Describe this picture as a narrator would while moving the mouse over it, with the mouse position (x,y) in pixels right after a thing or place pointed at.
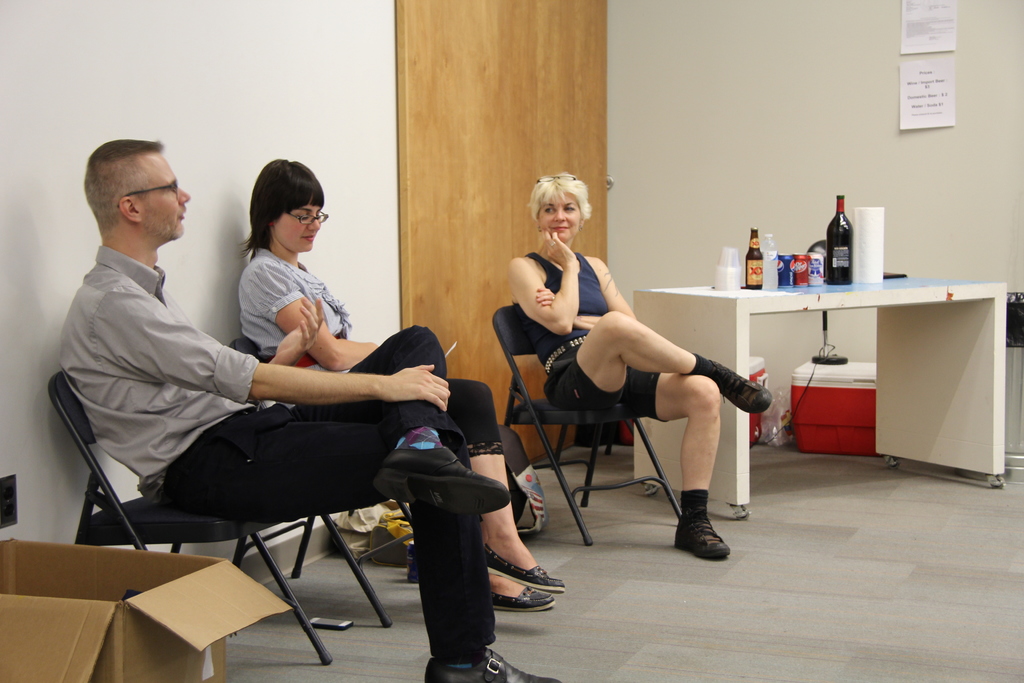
There are people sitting on chairs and table (739,320) with bottles (750,270) in it.
